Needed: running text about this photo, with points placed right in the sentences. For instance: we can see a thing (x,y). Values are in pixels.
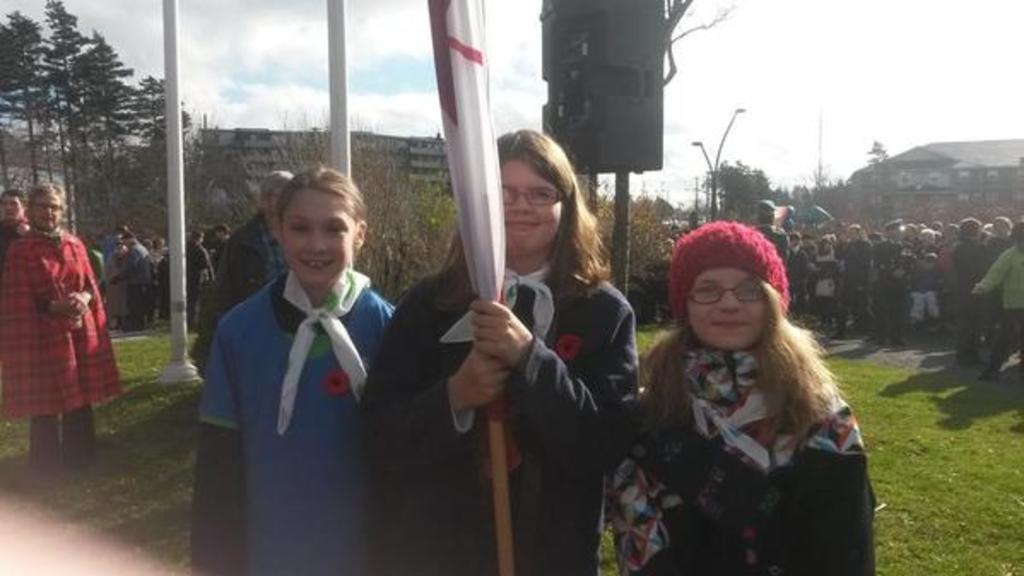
In this picture we can see three girls (545,252) smiling, flag (475,33) and in the background (59,284) we can see a group of people (950,243) standing on the ground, trees (435,242), buildings (922,176), poles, sky (355,32) with clouds (276,22).
